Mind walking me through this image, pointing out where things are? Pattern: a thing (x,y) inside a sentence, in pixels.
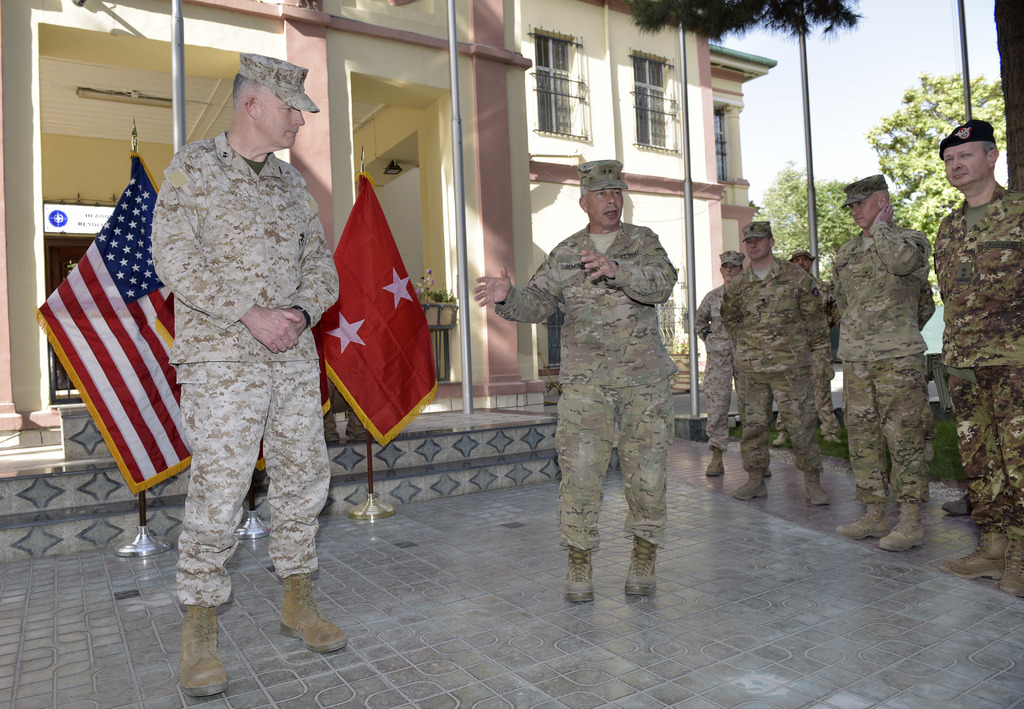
This image consists of many persons (653,470) wearing army dresses (660,467). At the bottom (631,648), there is a floor (938,628). In the background (24,354), there are flags (158,409) along with a building (596,138). To the right (912,163), there are trees (898,160).
